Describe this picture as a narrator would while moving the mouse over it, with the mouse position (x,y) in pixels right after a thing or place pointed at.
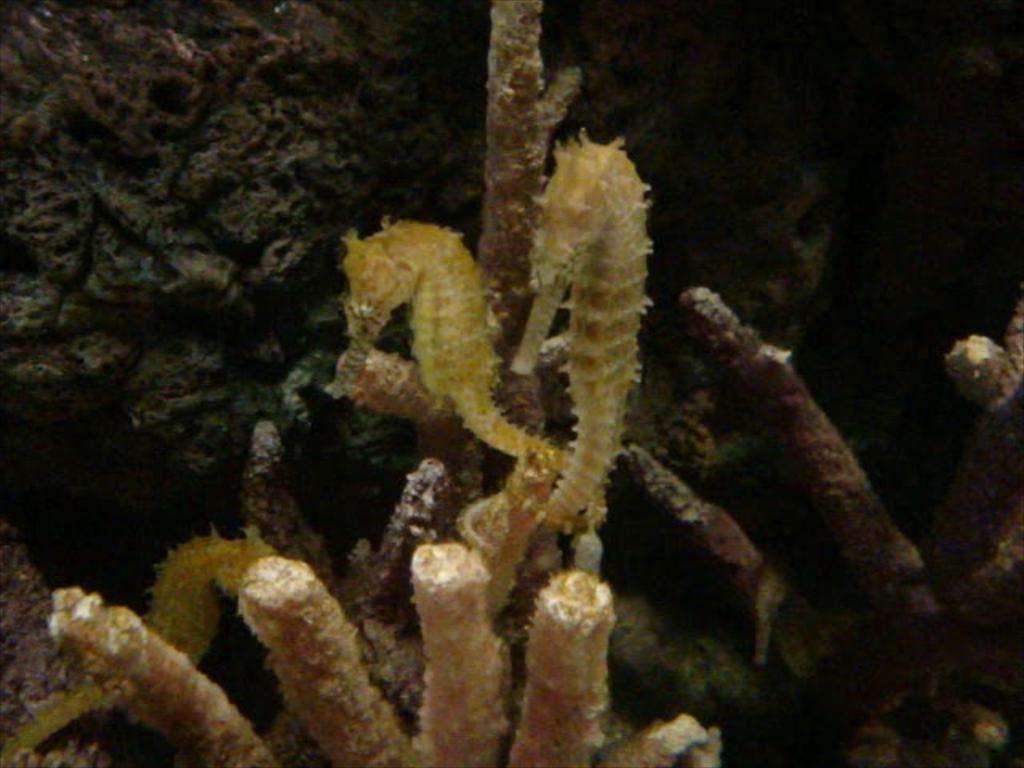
In this image, we can see sea horses (206,637), corals (329,616) and dark view.
